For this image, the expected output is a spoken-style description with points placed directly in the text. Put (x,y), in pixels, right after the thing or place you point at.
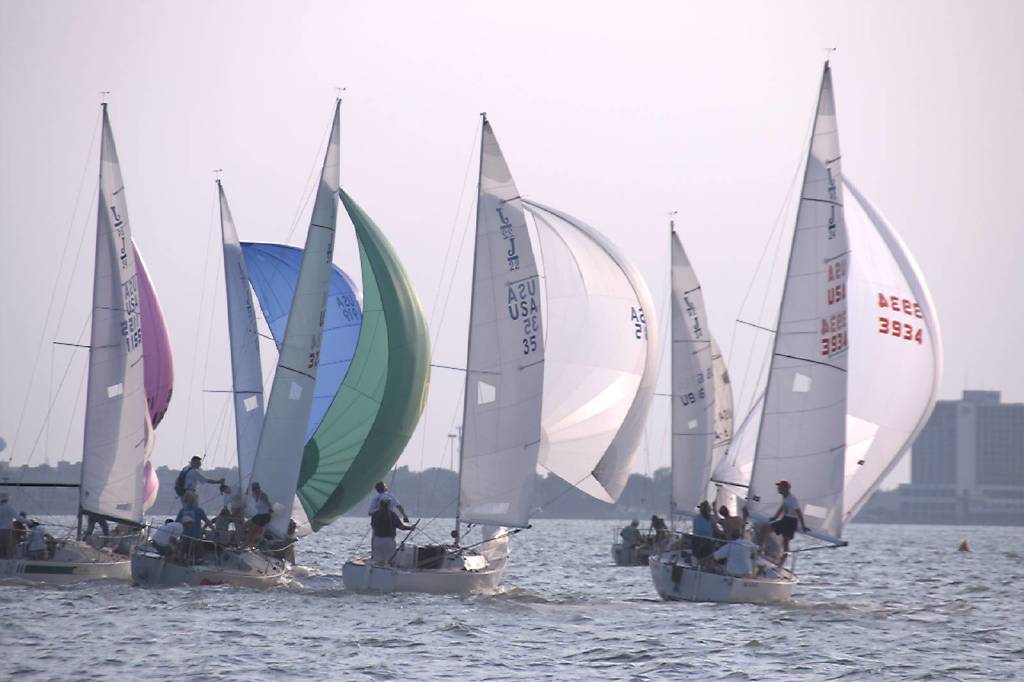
As we can see in the image there are few people (253,495) on boats (92,507). There is water (715,622), buildings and in the background (73,488) there are trees (413,505). At the top (517,72) there is a sky (545,62).
